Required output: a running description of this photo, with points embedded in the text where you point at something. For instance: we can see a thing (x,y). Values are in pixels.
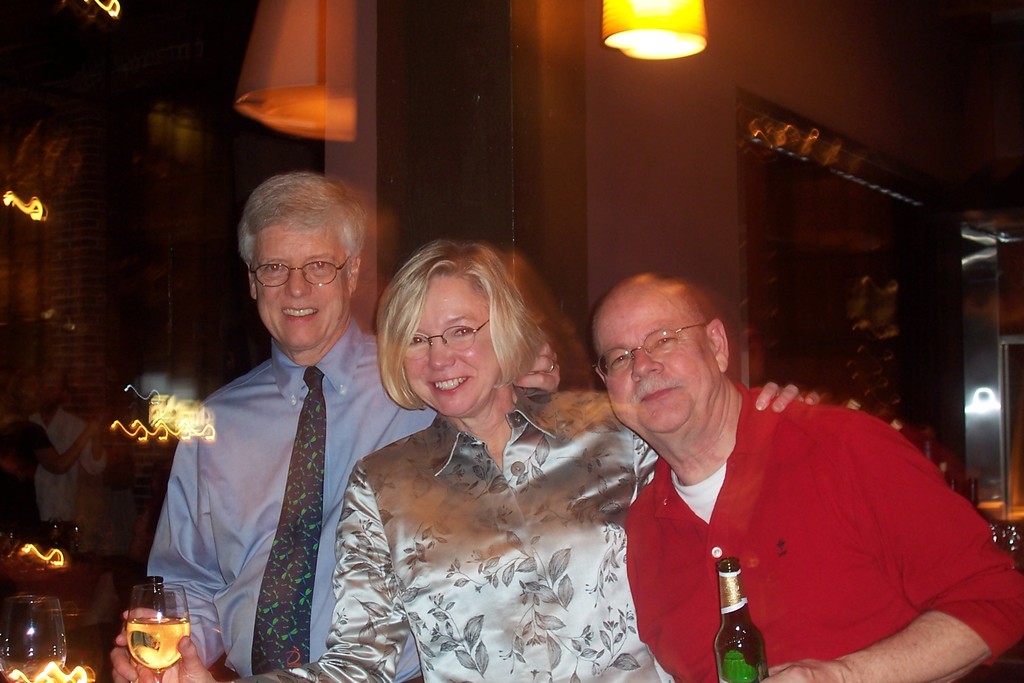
In this picture there are two men (275,467) and a woman (551,464). A man (638,538) in red shirt (781,570) is holding a bottle (715,643) and a woman (187,653) who is wearing a shiny shirt (440,615) is holding a glass (170,643). There is a light (630,45) and a glass (27,635) at the corner.
